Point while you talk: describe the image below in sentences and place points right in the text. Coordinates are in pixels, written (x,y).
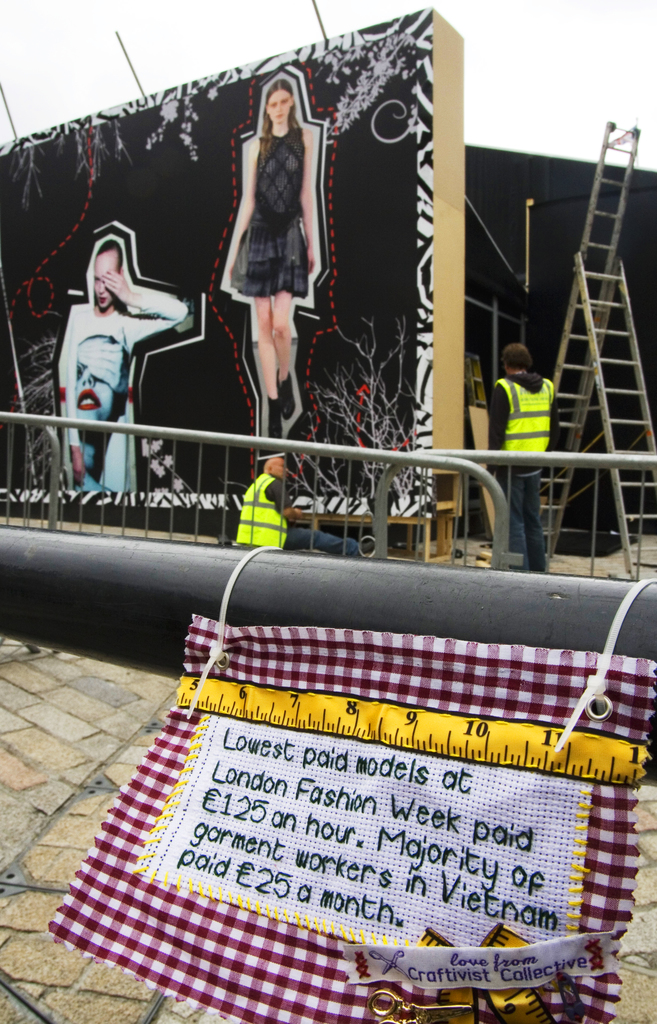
We can see cloth (275,678) hanging on rod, on this cloth (430,801) we can see text (430,855). In the background (190,323) we can see people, pictures (110,347) of women (111,288) on board (366,443), ladder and sky (573,41).
